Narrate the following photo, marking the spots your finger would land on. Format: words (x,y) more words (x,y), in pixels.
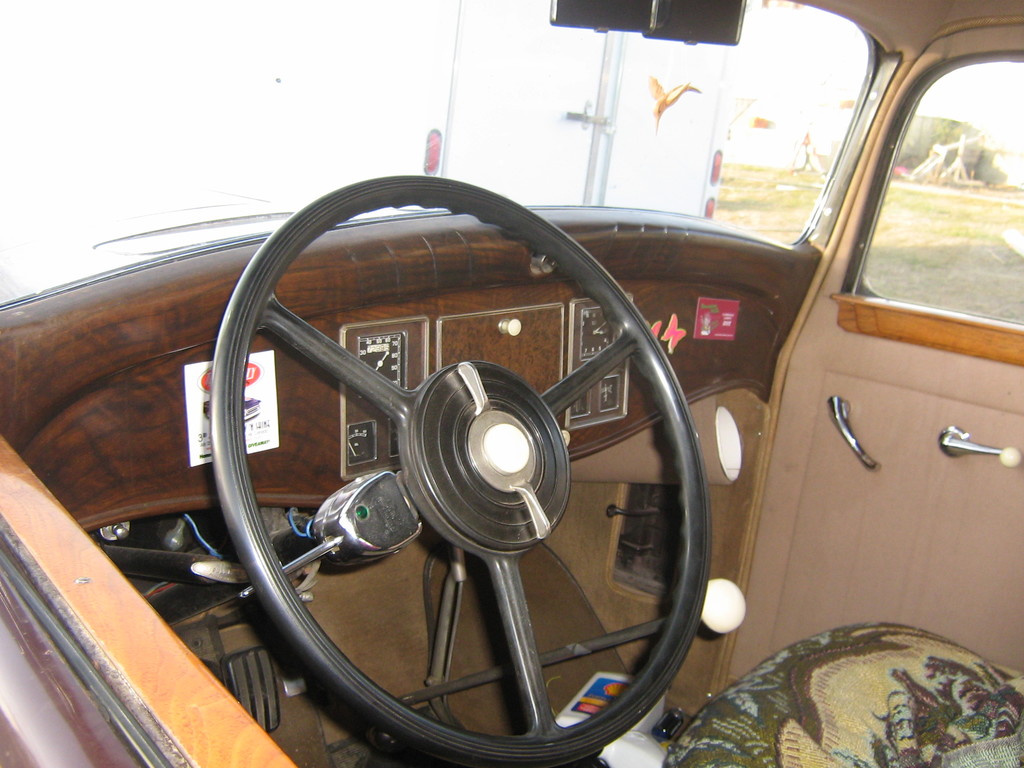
This image is taken from inside the car (518,547). In this image we can see there is steering (480,526) and a seat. On the right side of the image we can see the view out from the window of a car door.
